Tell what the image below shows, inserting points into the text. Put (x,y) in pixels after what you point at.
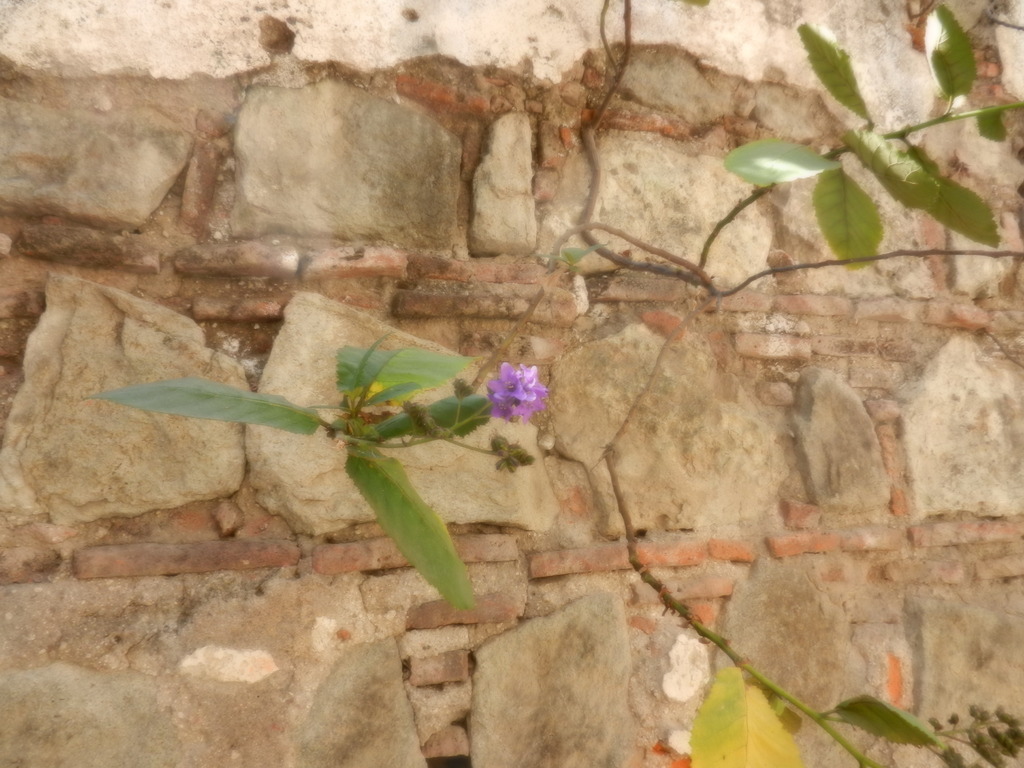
In this image I can see few green colour leaves (226,401) and a purple colour flower (539,383) over here. I can also see the wall (148,194) in the background (83,697).
